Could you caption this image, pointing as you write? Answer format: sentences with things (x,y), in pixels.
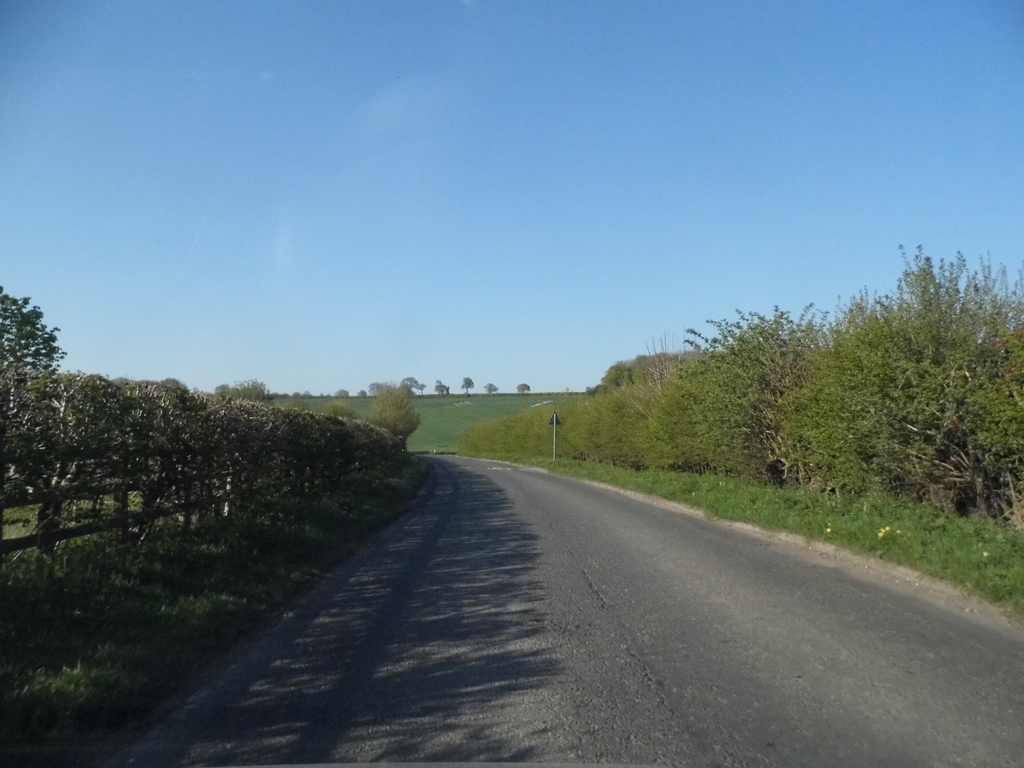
In this picture we can see the road (422,568), trees (400,436), grass (292,401) and in the background (346,101) we can see the sky (389,297).
